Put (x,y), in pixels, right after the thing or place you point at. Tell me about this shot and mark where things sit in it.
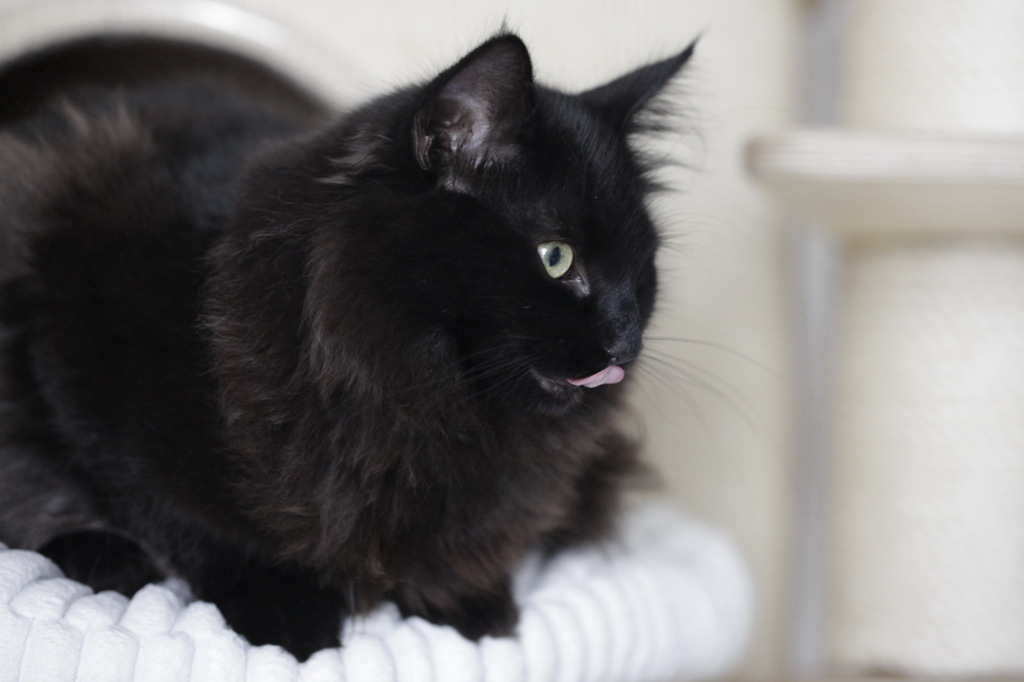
There is a black cat (232,284) on a white cloth (528,645). In the back (811,287) it is blurred.
